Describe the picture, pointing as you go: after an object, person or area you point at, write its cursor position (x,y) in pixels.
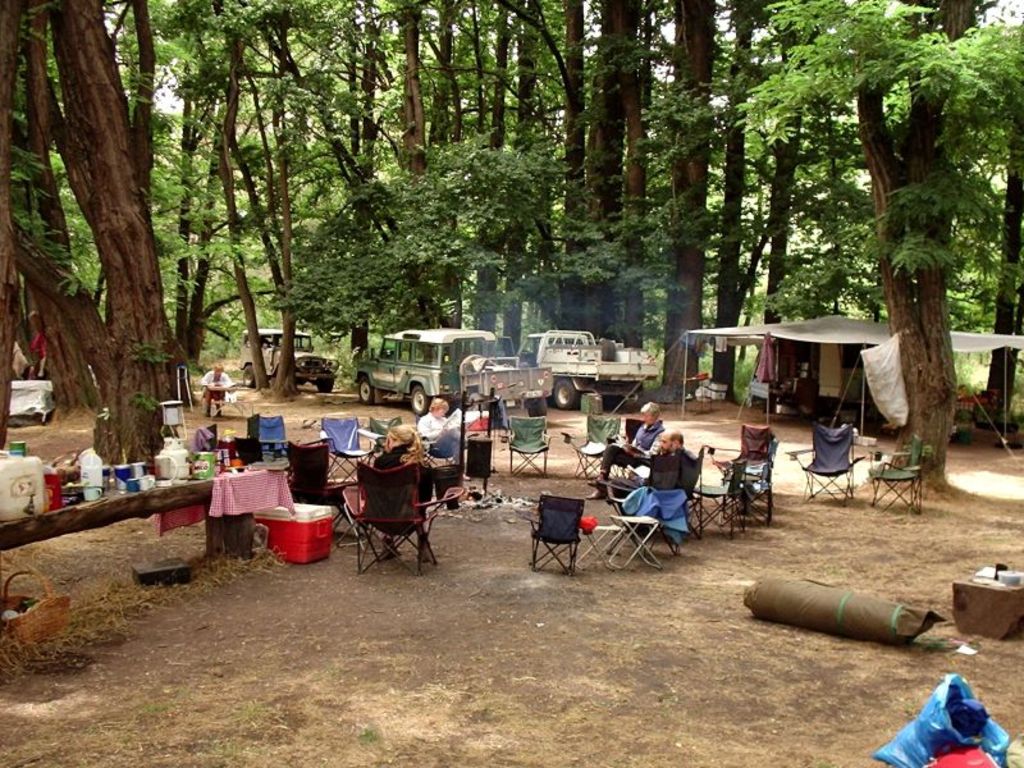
In this picture there are group of people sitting on the chairs (718,493) and there are vehicles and trees (923,278). On the right side of the image (778,366) there is a tent (848,367). On the left side of the image (11,513) there are cans (4,483) and there are bottles (218,451) on the table (263,477) and there is a basket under the table (118,512). At the back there is a tent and there is a person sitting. At the bottom right (898,760) there are objects (909,767). At the top (495,6) there is sky (495,6). At the bottom (515,664) there is grass (401,763) and mud (734,660).
